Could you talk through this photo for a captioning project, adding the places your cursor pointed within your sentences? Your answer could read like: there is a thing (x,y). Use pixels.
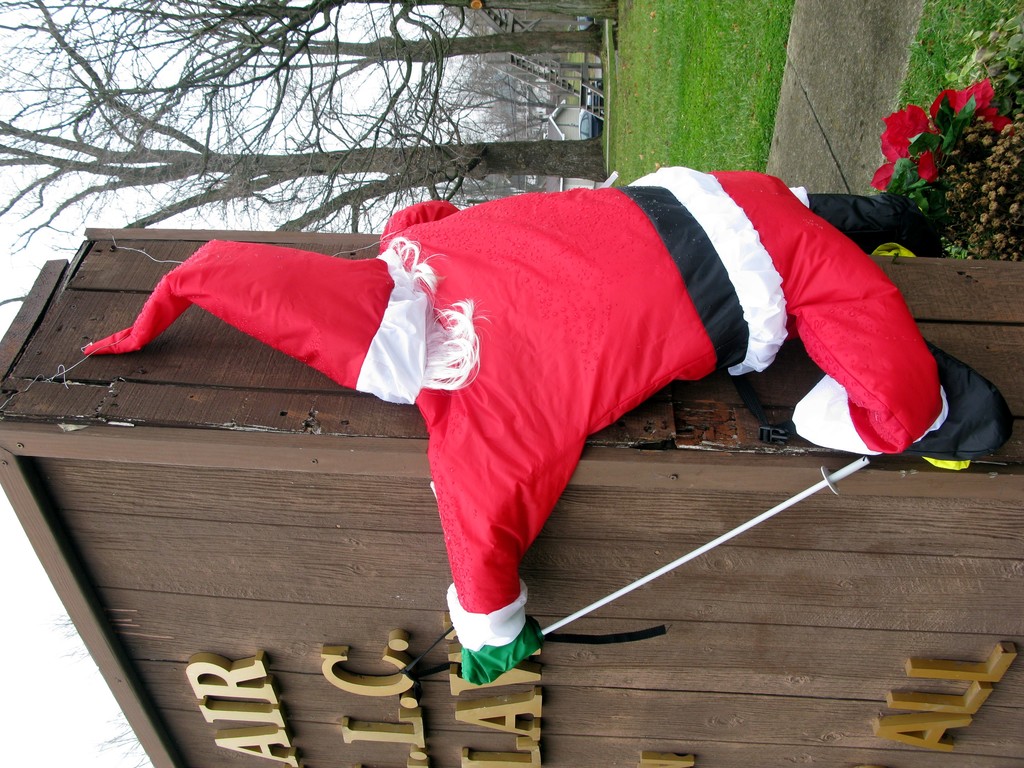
In this picture I can see the Santa Claus dress (579,298) which is kept on the wooden wall (776,550). At the bottom (443,666) I can see something is written. At the top (553,165) I can see the trees (507,115) and buildings (532,189). In the top right corner (947,182) I can see some red flowers (971,96) on the plants (1002,86) and grass (746,124). In the bottom left corner (51,695) there is a sky (52,692). In front of the building (562,127) there is a car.
